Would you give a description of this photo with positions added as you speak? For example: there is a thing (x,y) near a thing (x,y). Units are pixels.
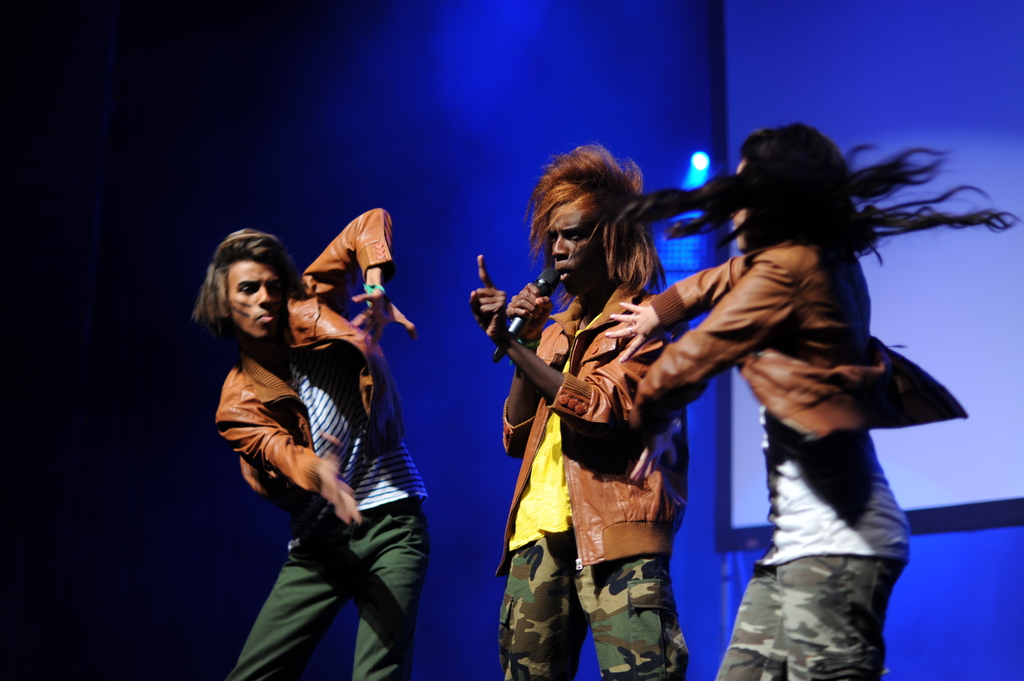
In the middle of the image (611,374) three men (570,370) are standing and a man (554,437) is holding a mic (551,267) in his hand (533,301) and two men (742,354) are performing. In the background (833,35) there is a screen (962,472) and there is a light (701,162). The background (540,133) is blue in color. Left side of the image (142,303) is dark.
